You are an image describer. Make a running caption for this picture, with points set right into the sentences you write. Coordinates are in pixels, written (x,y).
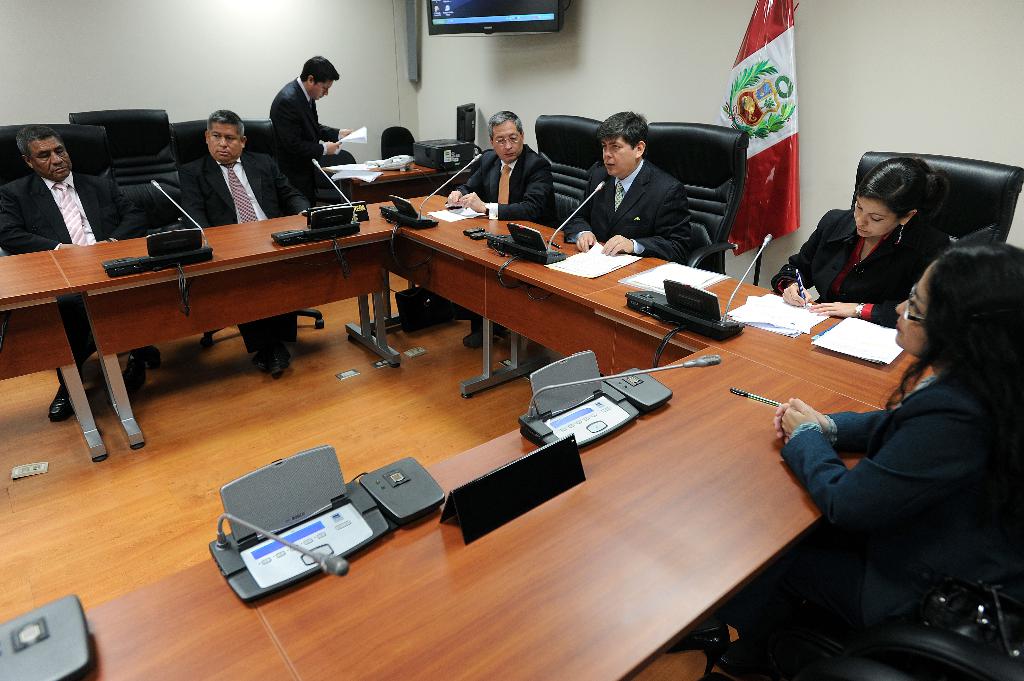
In this image we can see people (956,435) sitting on the chair (649,153) and we can also see wooden benches (548,280), electronic gadgets (25,648), the flag (792,36) and the wall (563,100).
